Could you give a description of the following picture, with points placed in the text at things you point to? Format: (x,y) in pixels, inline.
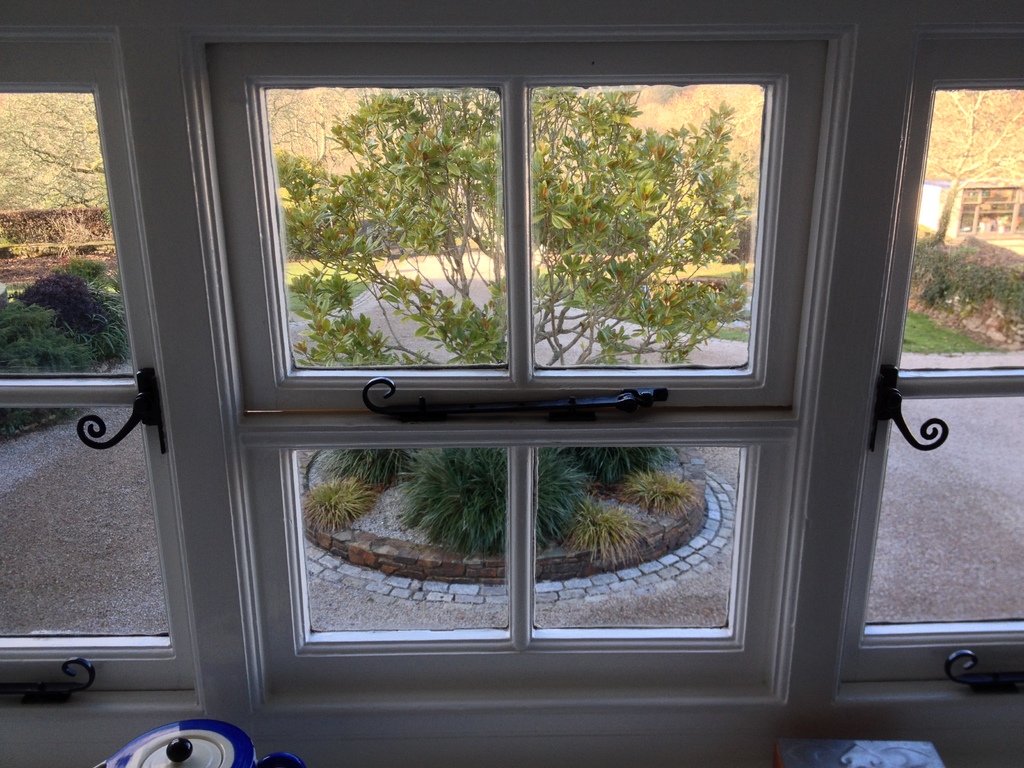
There is a glass window (482,432) which is white in color and there are trees (582,158) in the background (659,100).
